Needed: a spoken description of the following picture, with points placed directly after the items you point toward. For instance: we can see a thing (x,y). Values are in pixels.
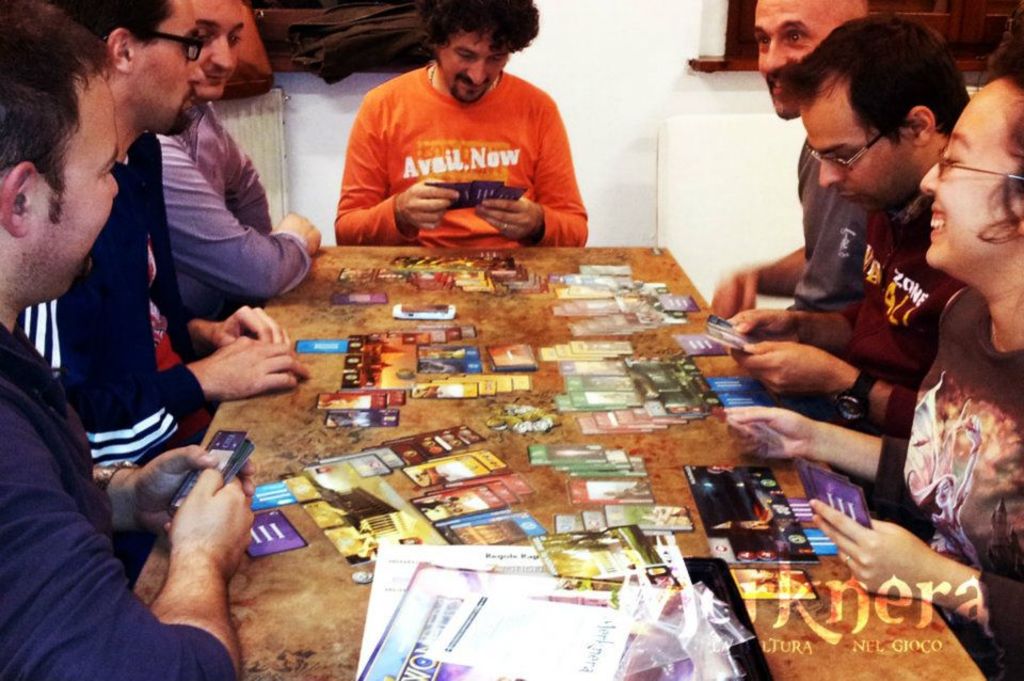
In this image we can see persons (87,400) sitting around the table (527,315). On the table (320,334) we can see cards (359,560). In the background (631,73) we can see window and wall (651,39).
